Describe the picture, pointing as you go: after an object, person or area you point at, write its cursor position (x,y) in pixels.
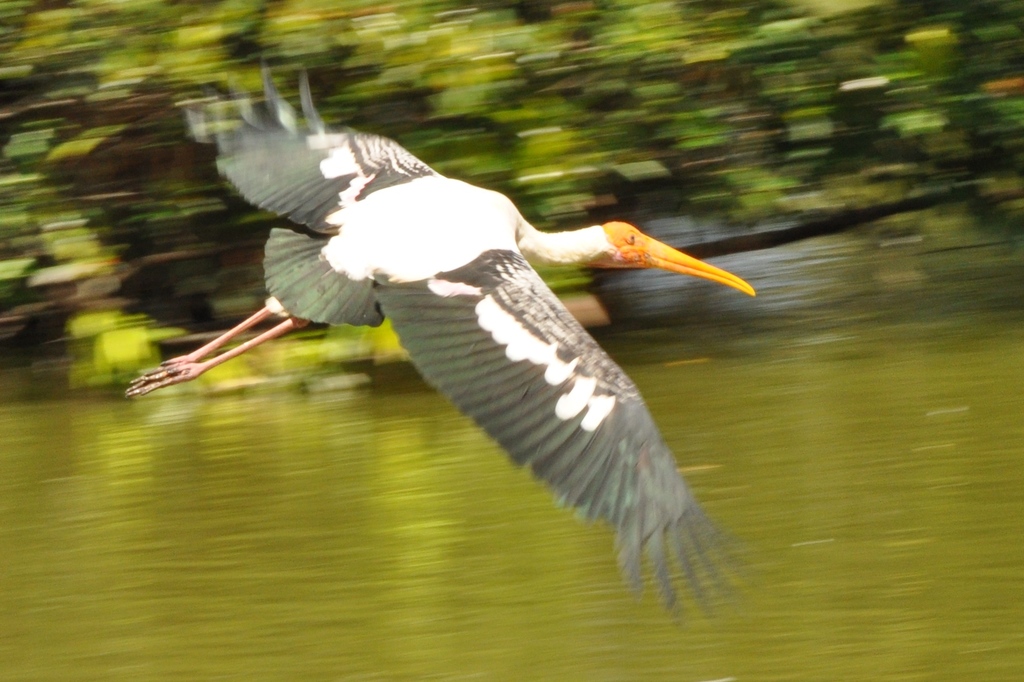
In this picture I can see water (797,453). I can see bird (479,420) flying. I can see trees (620,104) in the background (644,105).
